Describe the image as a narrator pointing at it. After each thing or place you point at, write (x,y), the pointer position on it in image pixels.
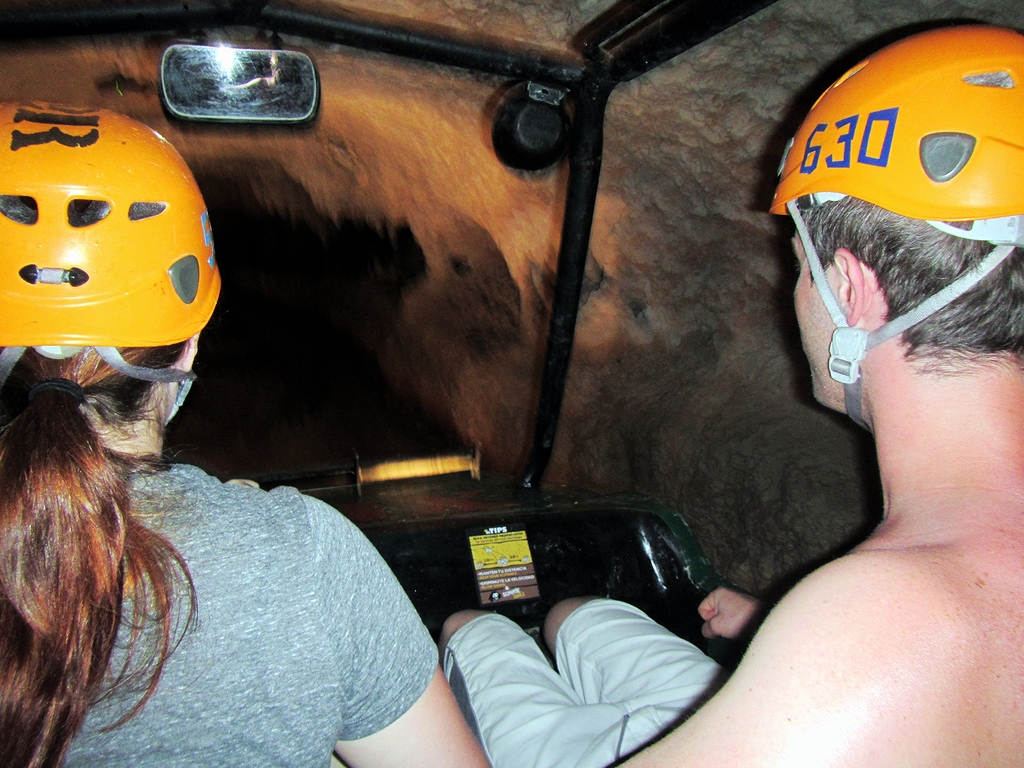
In this image we can see a man (701,689) and a woman (148,486) wearing the helmets (902,148) and are present in the vehicle (684,593). We can also see the mirror (279,83), light (223,62) and also the caves (665,302) in the background (663,91).
